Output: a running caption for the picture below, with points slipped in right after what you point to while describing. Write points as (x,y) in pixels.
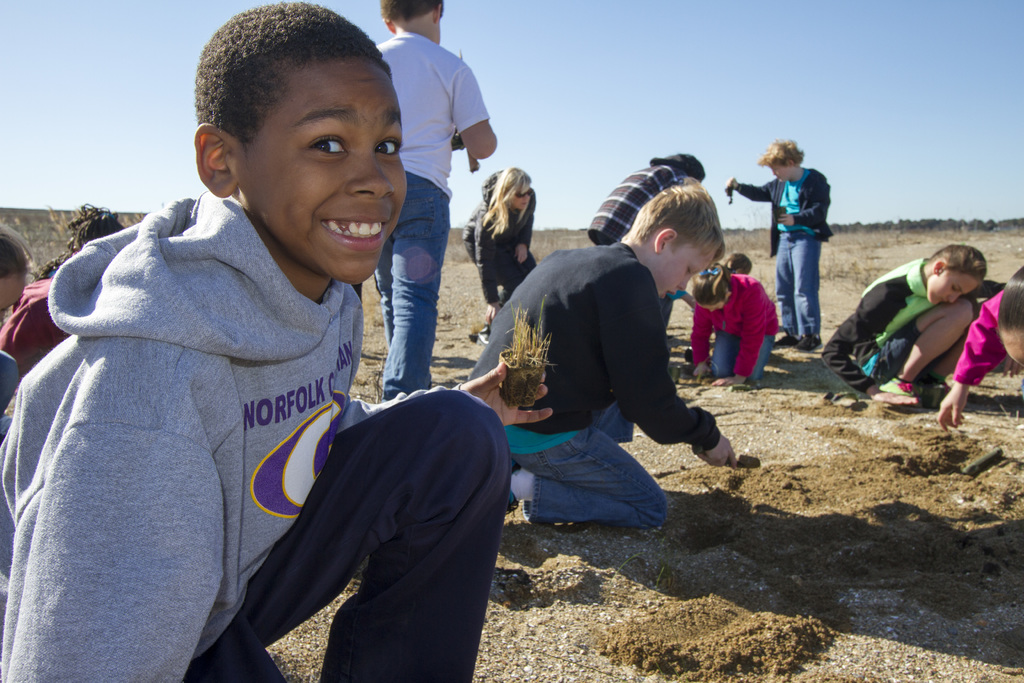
In the image I can see some kids (470,630) playing with the sand (879,608) on the ground (587,614).
